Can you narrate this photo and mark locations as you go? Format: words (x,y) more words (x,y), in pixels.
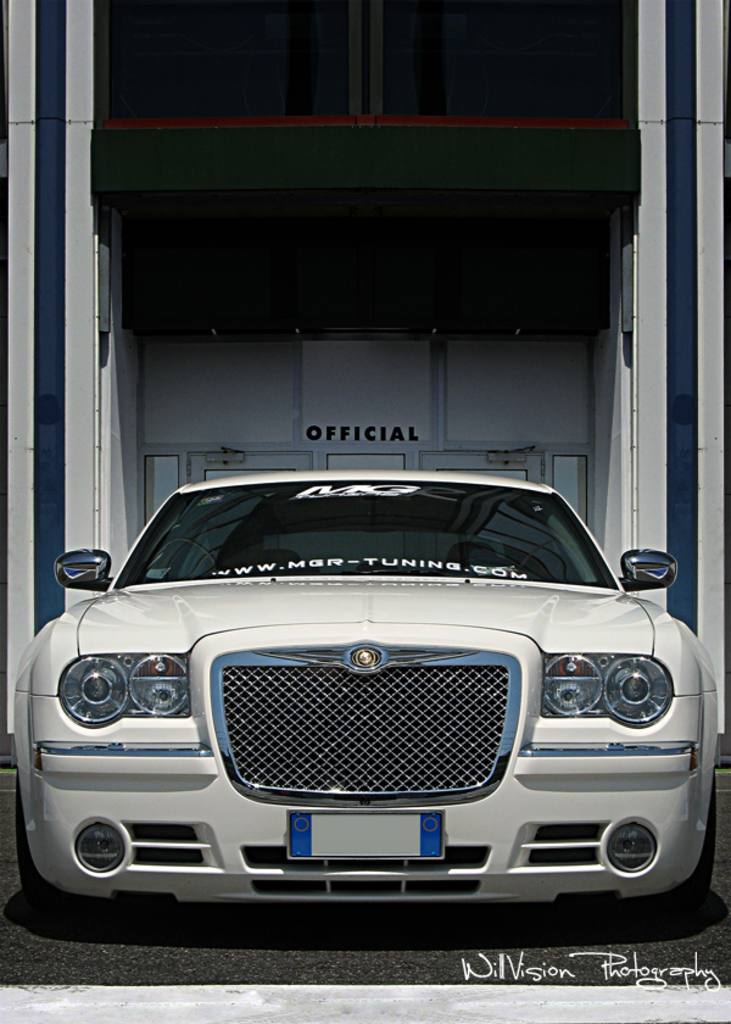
In this picture, we see a white car (405,573) which is having headlights (116,656) and mirrors (106,570), are placed in the middle of the picture (305,612). Behind that, we see a room (333,354) like on which "Official" is written.
